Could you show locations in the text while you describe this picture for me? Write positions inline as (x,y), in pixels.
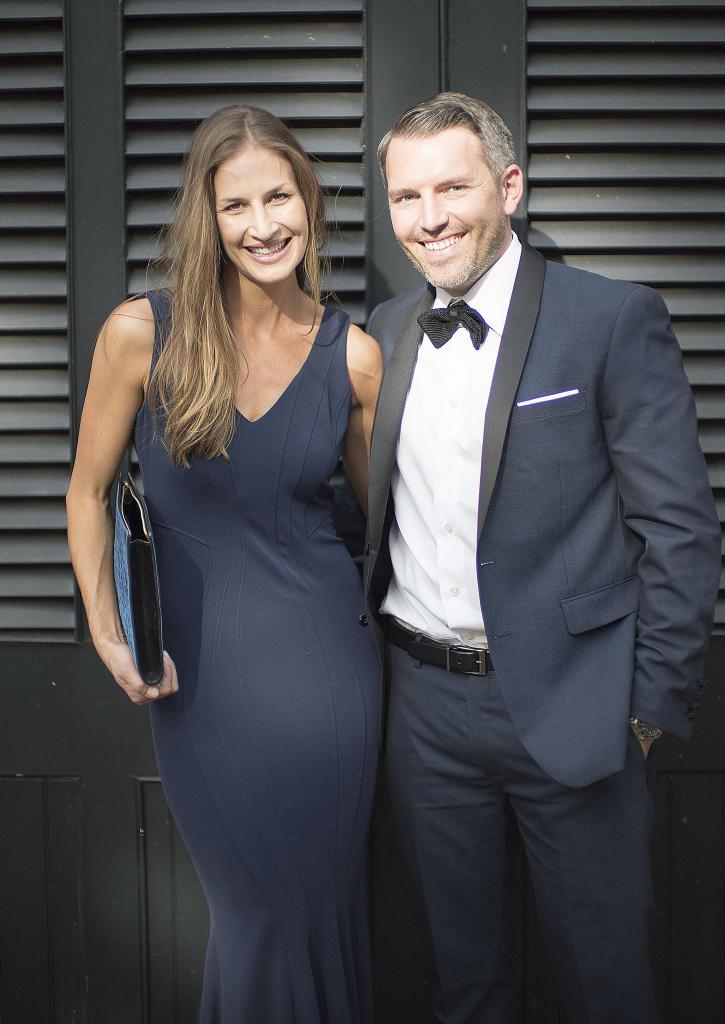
Here we can see a woman (311,593) and man (423,589) and the woman (222,619) is holding a file (153,612) in her hand (121,639). In the background (27,704) there is a door (25,280).
